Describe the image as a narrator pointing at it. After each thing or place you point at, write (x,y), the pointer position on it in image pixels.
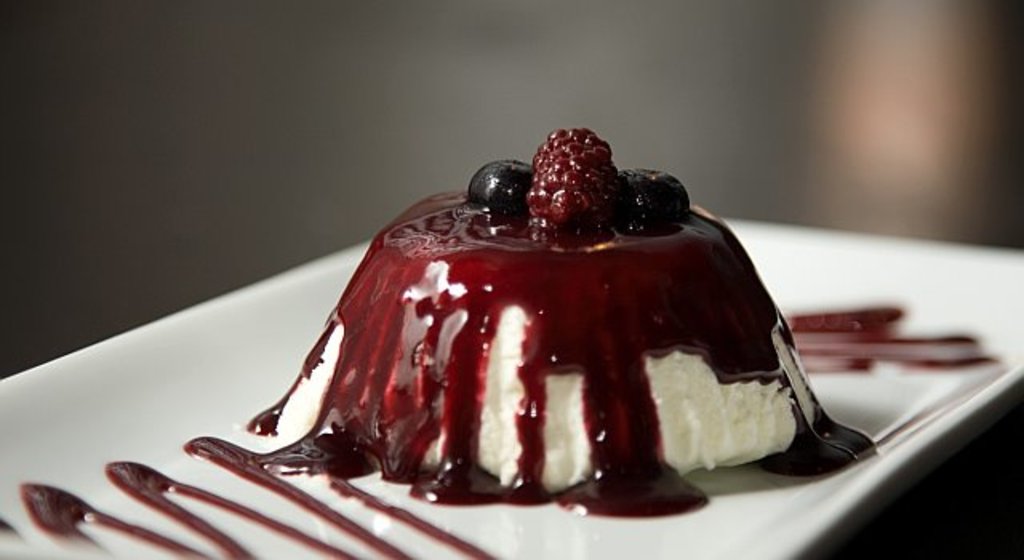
In this picture we can see some food (422,297) on a plate (113,496). background (16,348) is blurry.
